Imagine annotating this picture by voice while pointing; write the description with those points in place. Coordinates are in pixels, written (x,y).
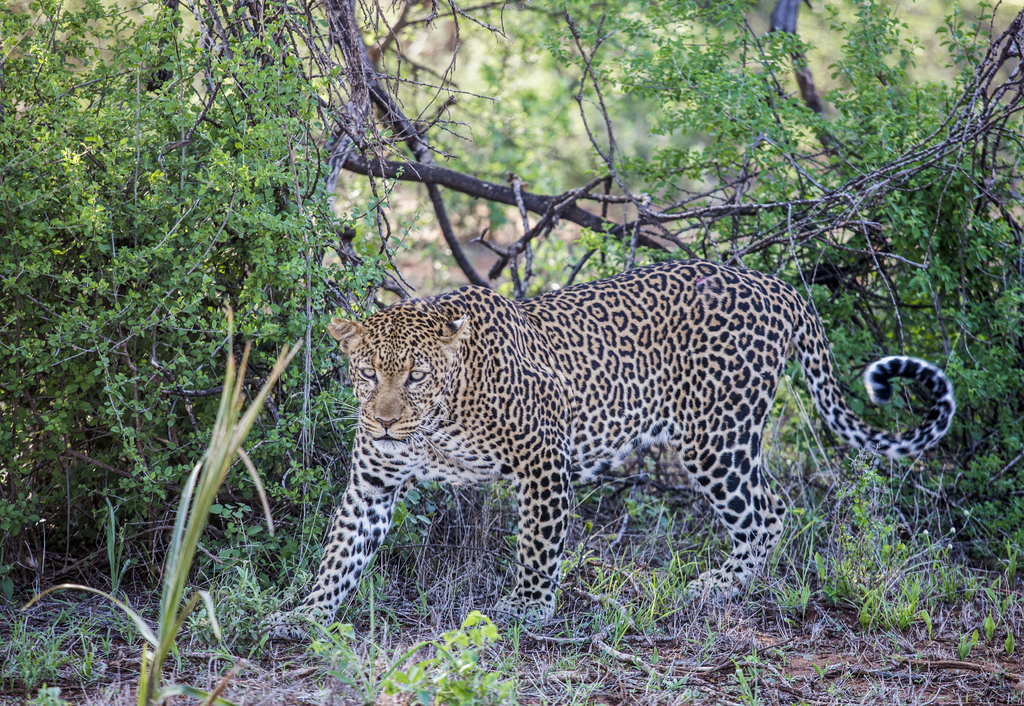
In this image there is a leopard (566,409), in the background (410,144) there are plants (924,150).
